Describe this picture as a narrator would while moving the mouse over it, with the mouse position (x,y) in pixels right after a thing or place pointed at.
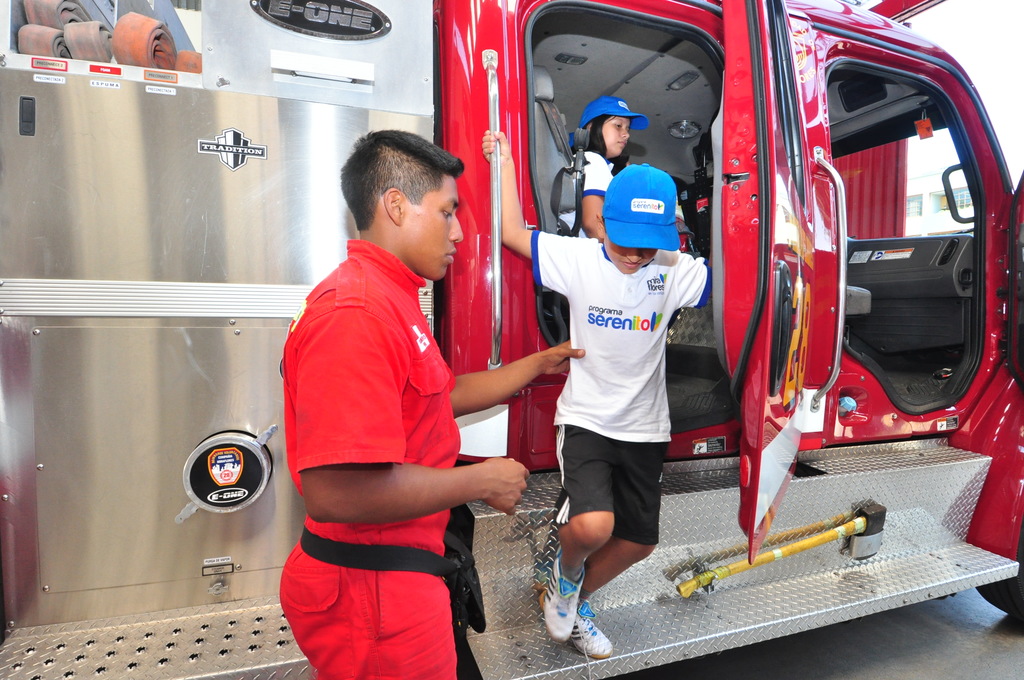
In this image, we can see few peoples (397,382). Few are wearing caps (634,193) on his heads (631,176). Few peoples (616,128) are there inside the vehicle (750,122). In this image, we can see side mirror (948,205), rod (843,273), steps (783,504), axe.
